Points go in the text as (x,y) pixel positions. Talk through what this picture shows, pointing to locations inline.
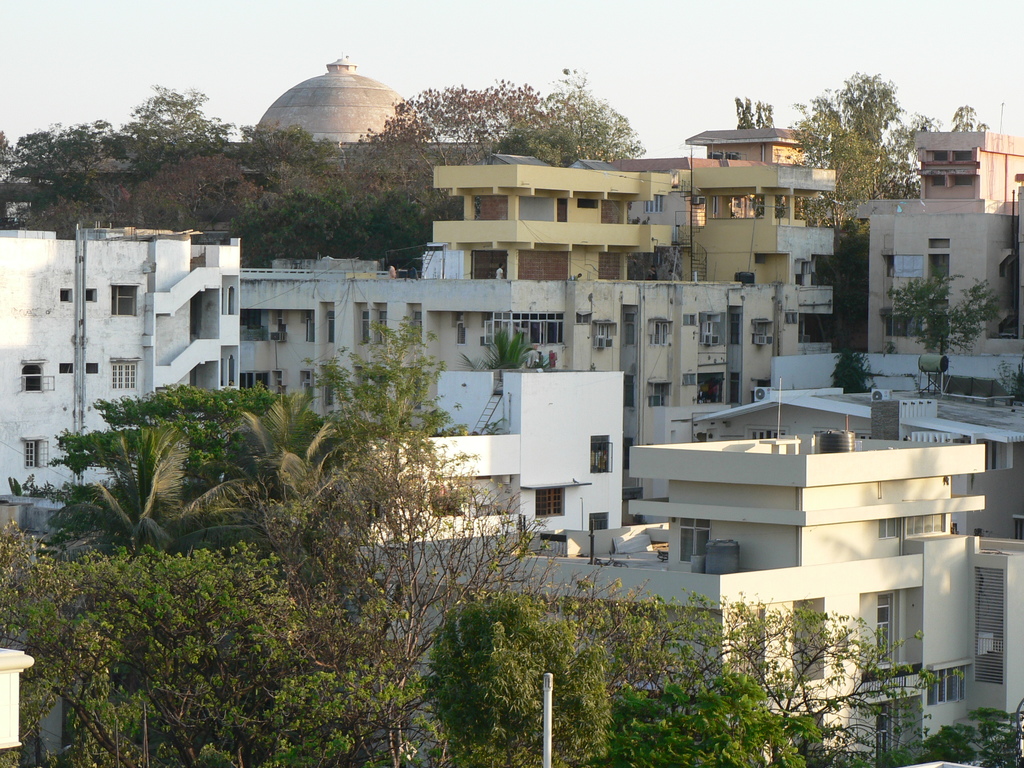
In the image we can see some trees (150,143), poles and buildings (970,160). At the top of the image (92,32) there is sky (997,55).
